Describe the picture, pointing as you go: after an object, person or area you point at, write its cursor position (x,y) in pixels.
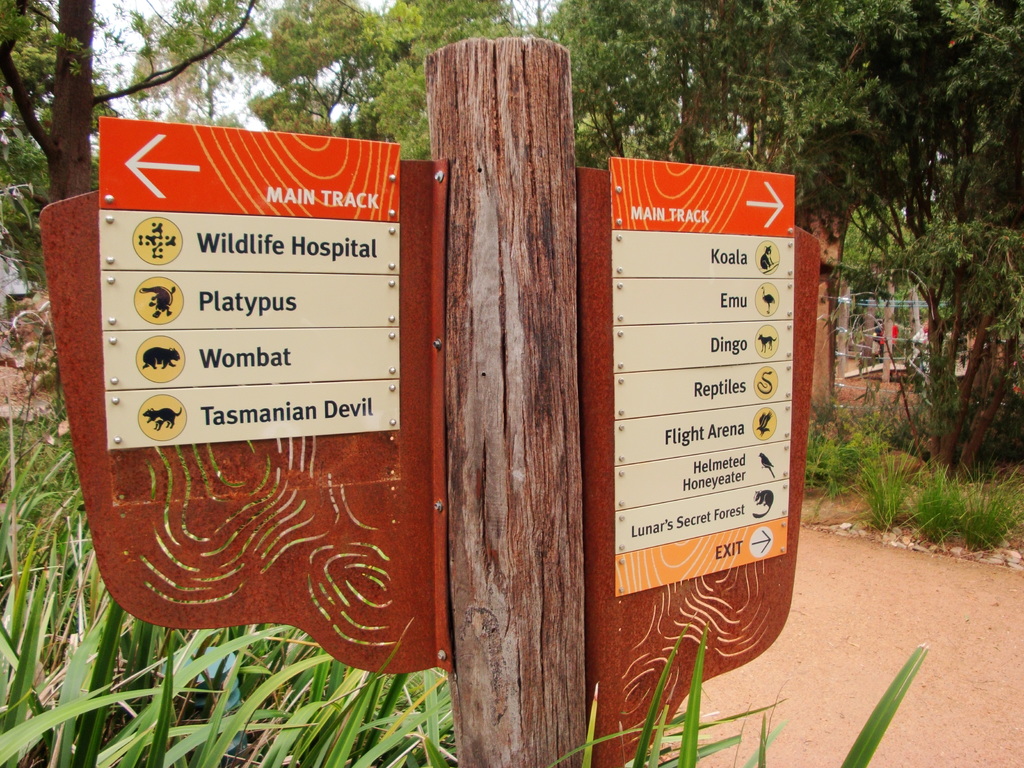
In this image in the foreground (487,342) there is a board (746,271). In the background (160,60) there are trees (20,73), plants (277,649). Here there is boundary (846,356). On the board (160,314) there are some texts (221,252) and pictures (156,295) of animal (764,498).
